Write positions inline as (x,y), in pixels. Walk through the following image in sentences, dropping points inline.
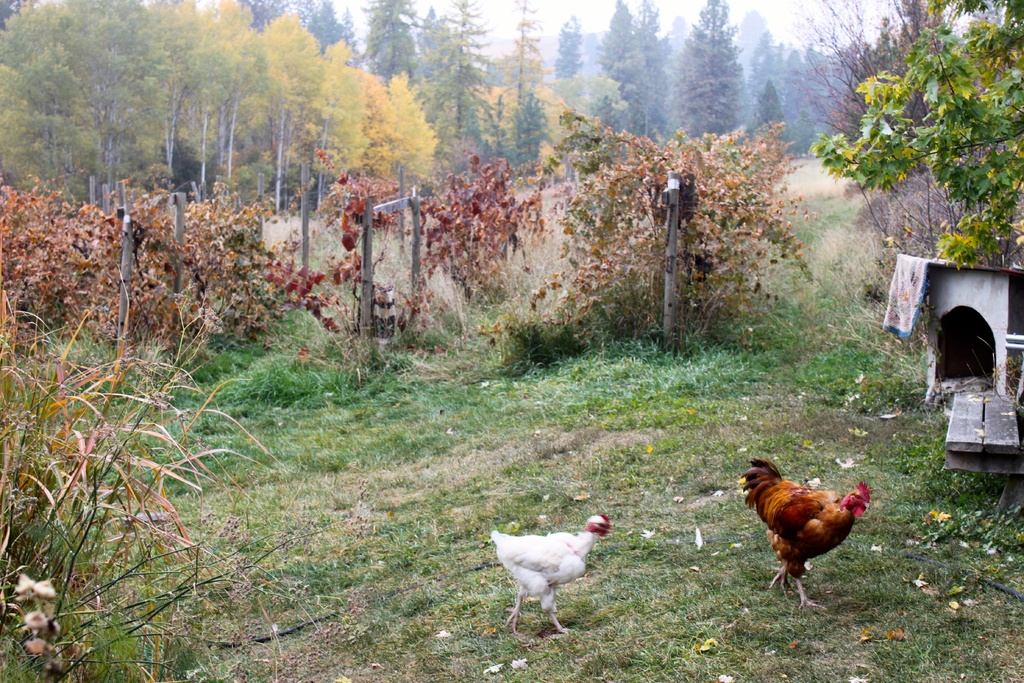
In this image in the front (790,521) there are birds (774,535) on the ground (725,556). In the background (760,84) they are trees (535,153). On the ground (580,435) there is grass (591,454). On the right side (993,365) there is a hut (982,344).
